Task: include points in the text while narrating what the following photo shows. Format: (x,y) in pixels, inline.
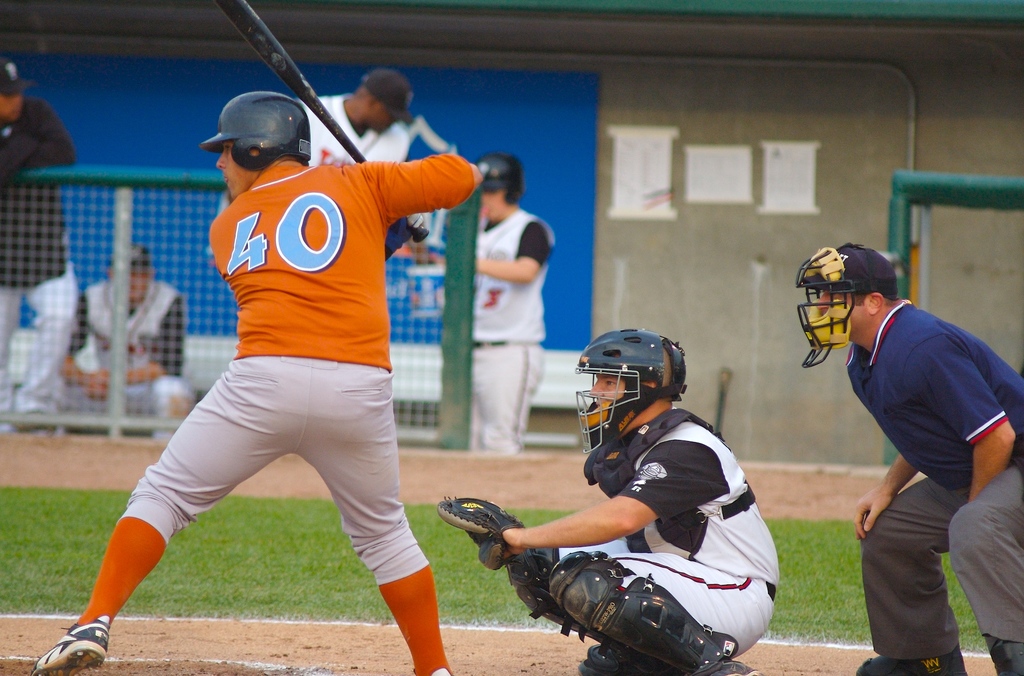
In the image in the center (364,283), we can see a few people (959,536) wearing helmets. And the left side person (344,344) is holding the bat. In the background (570,270) there is a wall (732,263), banner (576,243), fence (456,313), few people (544,258) and posters (806,207).
